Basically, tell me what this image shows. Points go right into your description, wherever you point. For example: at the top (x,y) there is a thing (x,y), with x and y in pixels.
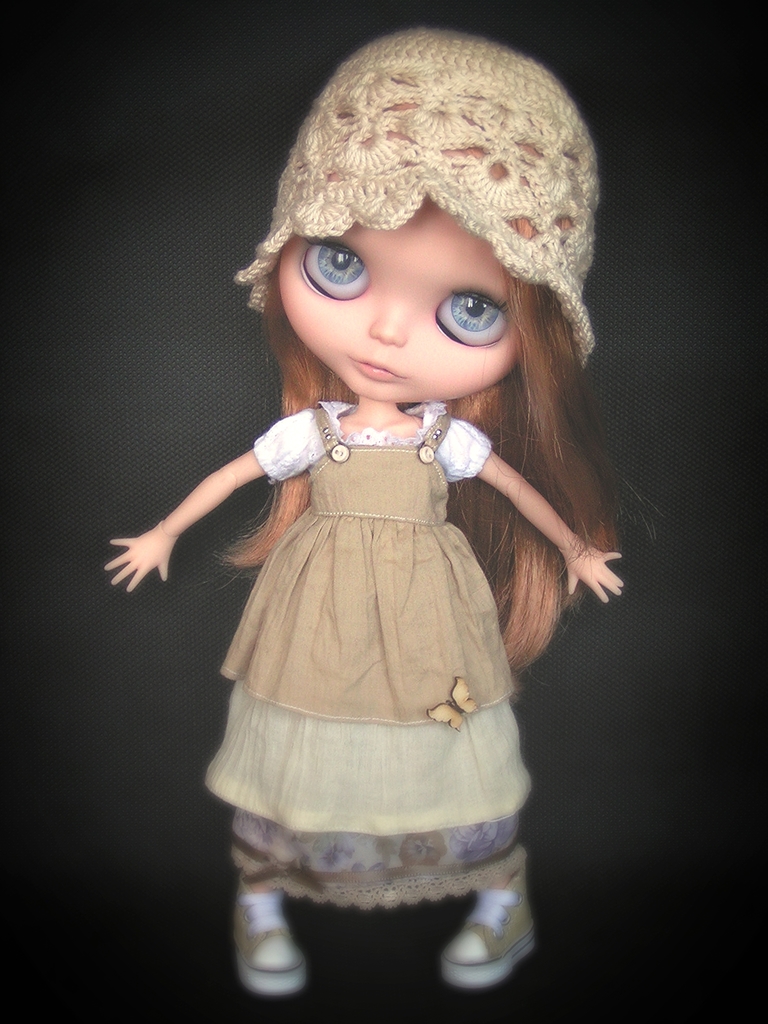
In this image I can see a toy (413,500) and I can see a black background (129,443).
